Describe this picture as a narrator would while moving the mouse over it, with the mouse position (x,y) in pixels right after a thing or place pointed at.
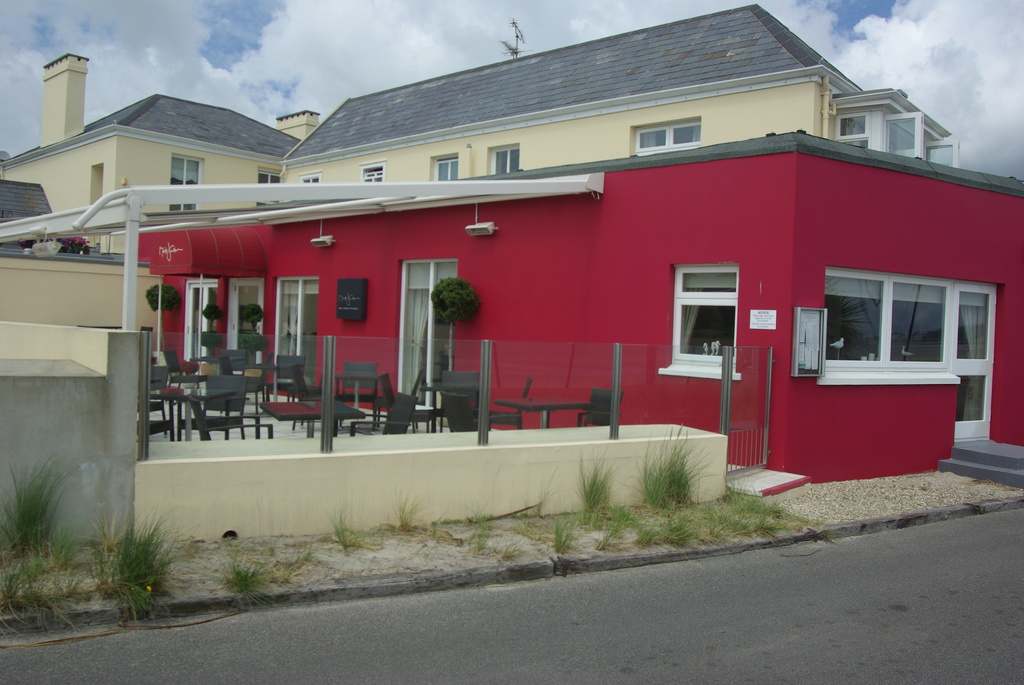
In the center of the image (465,328) there is a building (504,299). At the bottom (757,662) there is a road (620,621) and we can see grass (592,489). At the top (270,36) there is sky (439,31).
